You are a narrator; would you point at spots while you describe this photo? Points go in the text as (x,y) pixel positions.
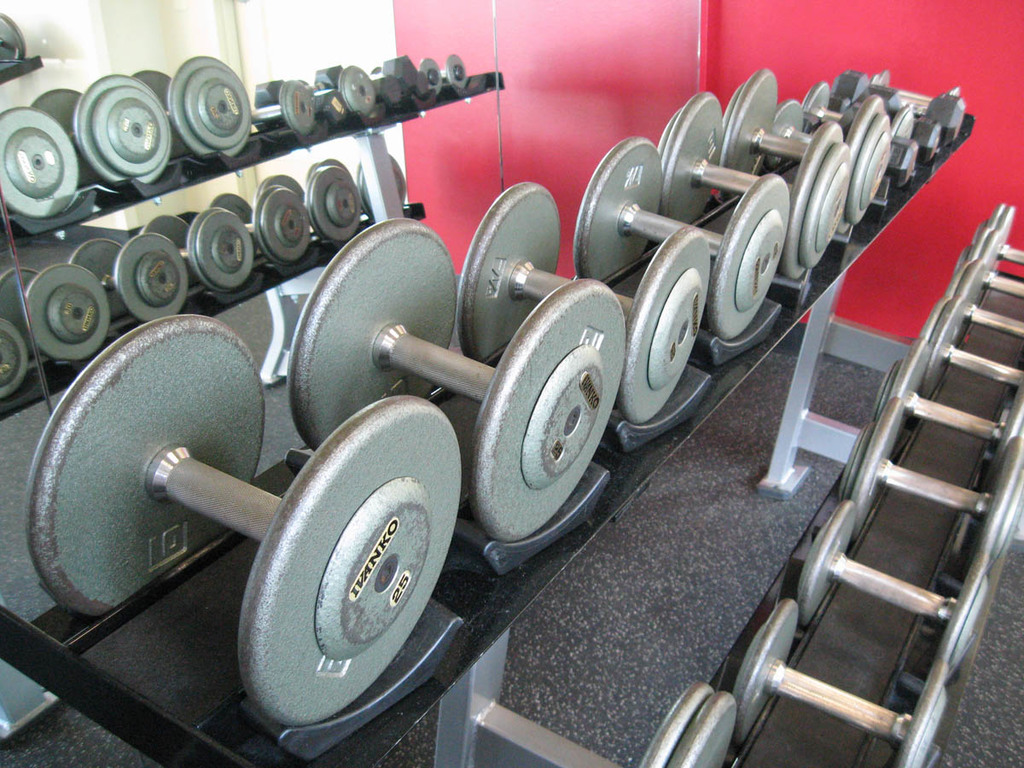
In this image we can see dumbbells (323,212) on the rack stands (545,561) on the floor (811,479). In the background (356,177) we can see the wall (643,135).
